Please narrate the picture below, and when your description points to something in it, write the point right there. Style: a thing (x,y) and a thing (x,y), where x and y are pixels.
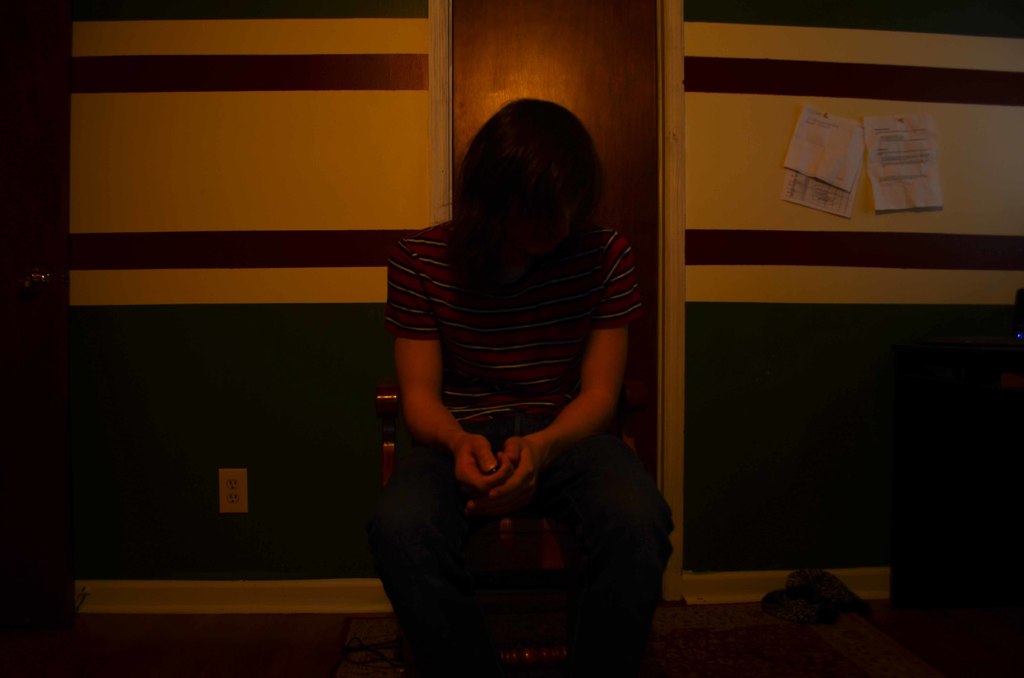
In this image there is a person (492,406) who is sitting on chair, background (773,93) it may be the wooden door (602,131), wall (329,111), on the wall (984,107) there are some papers (913,173) attached on the right side (848,198).
